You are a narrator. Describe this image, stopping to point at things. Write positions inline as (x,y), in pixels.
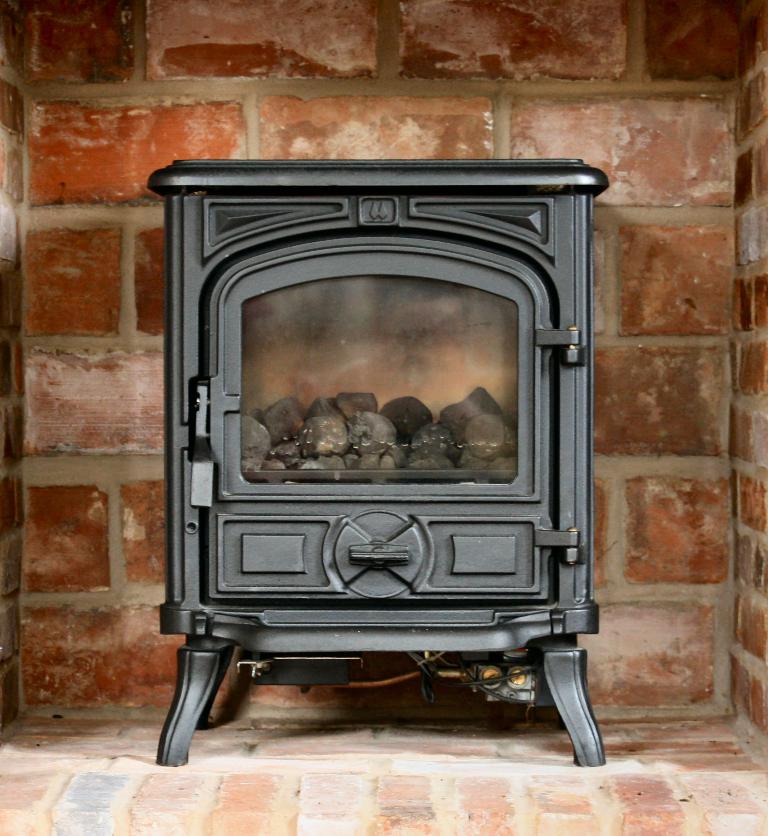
There is a fireplace (373,411). In the background (448,9) there is a brick wall (733,327).
